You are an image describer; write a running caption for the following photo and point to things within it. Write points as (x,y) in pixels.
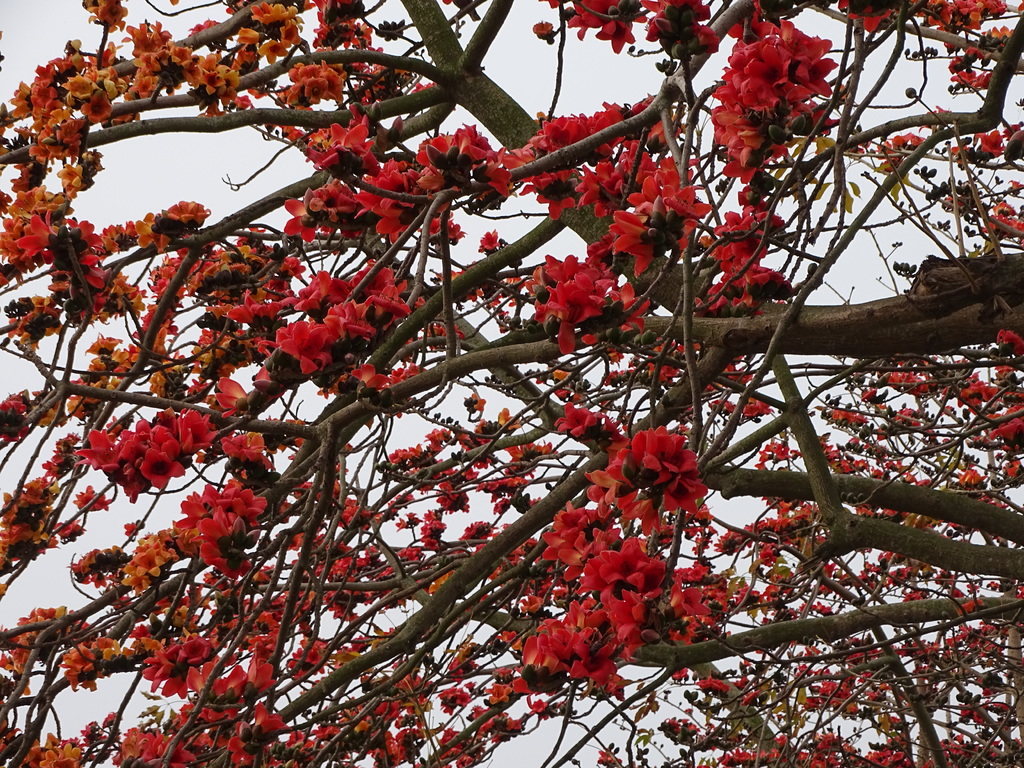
In this image I can see branches (516,359) of trees (818,316) and I can also see number of red colour flowers (10,251).
